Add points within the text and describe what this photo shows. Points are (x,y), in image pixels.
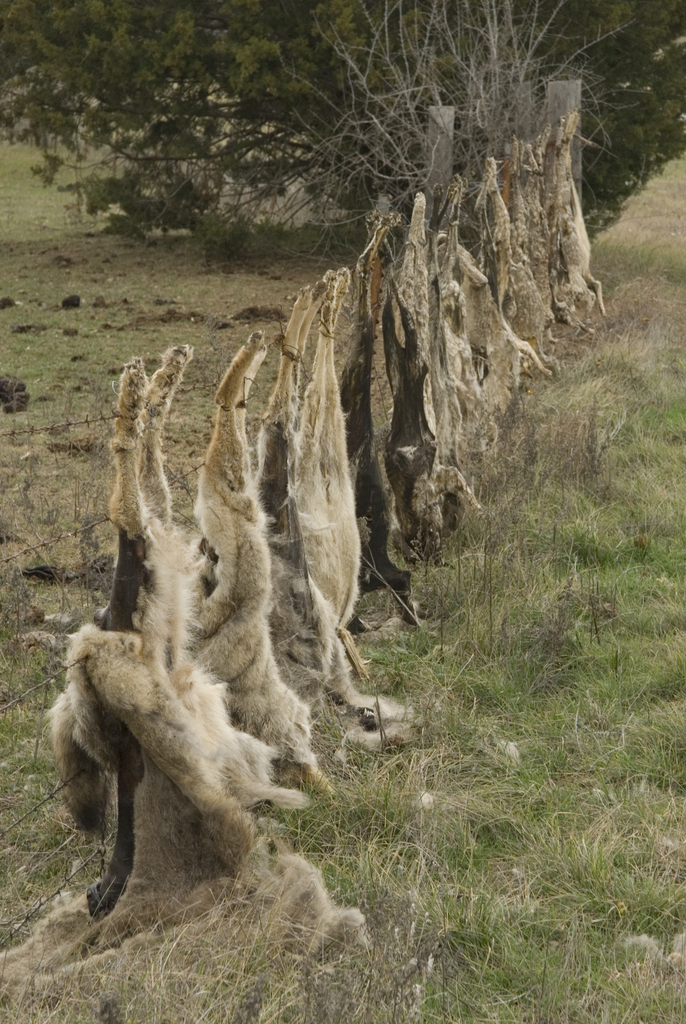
In this picture we can see many animals (534,209) which are hung on this fencing (55,674). At the bottom (561,907) we can see green grass (620,861). At the top (361,152) there is a tree (405,142).
